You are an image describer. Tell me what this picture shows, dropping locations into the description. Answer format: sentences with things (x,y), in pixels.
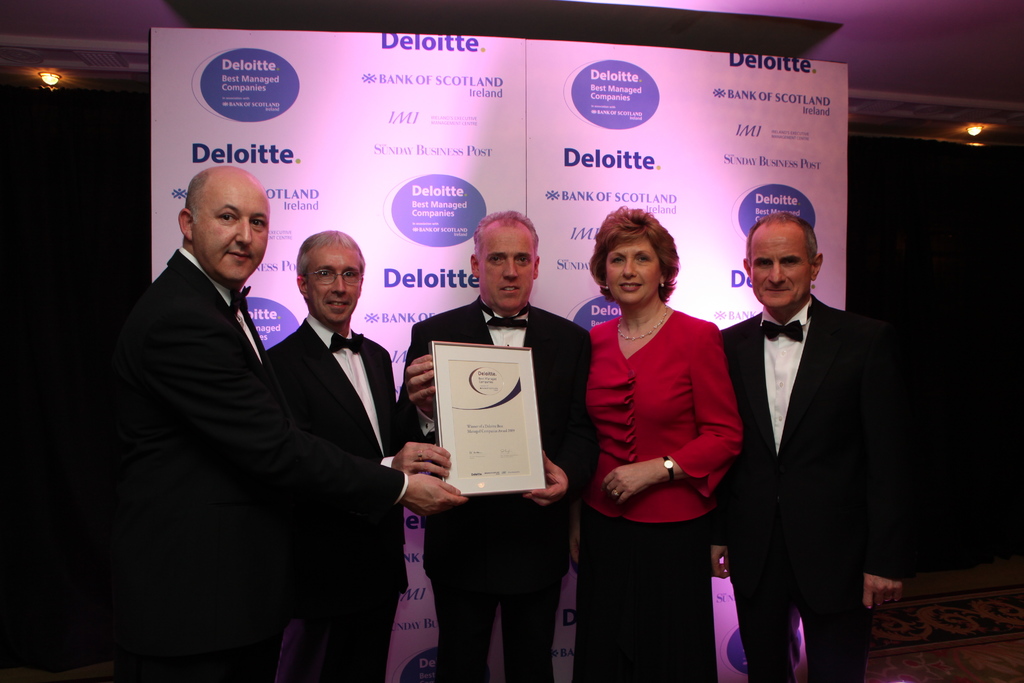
This image consists of five people (756,437). On the right (684,500), we can see a woman (650,471) wearing a red top (660,512). The four men (342,526) are wearing black suits (256,429) and three of them are holding a frame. In the background (527,136), there is a banner (580,174). At the top (329,25), there is a roof (584,27) along with lights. At the bottom (885,664), there is a floor (921,663).
